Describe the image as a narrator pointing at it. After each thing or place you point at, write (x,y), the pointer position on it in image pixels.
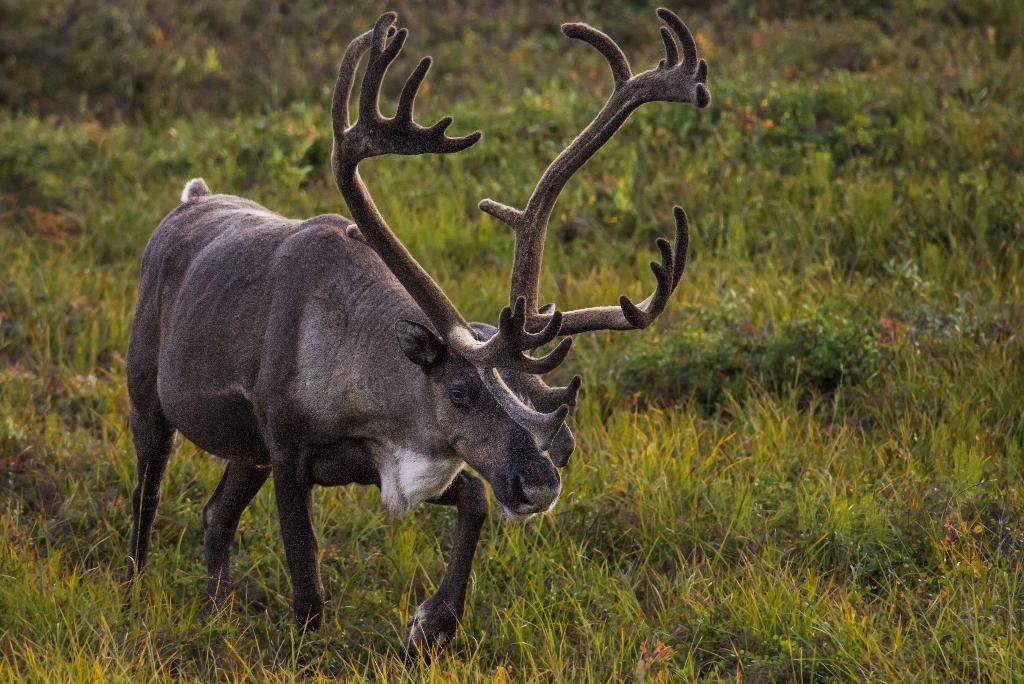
In this image there is a deer (228,407) on a grassland (679,572).
